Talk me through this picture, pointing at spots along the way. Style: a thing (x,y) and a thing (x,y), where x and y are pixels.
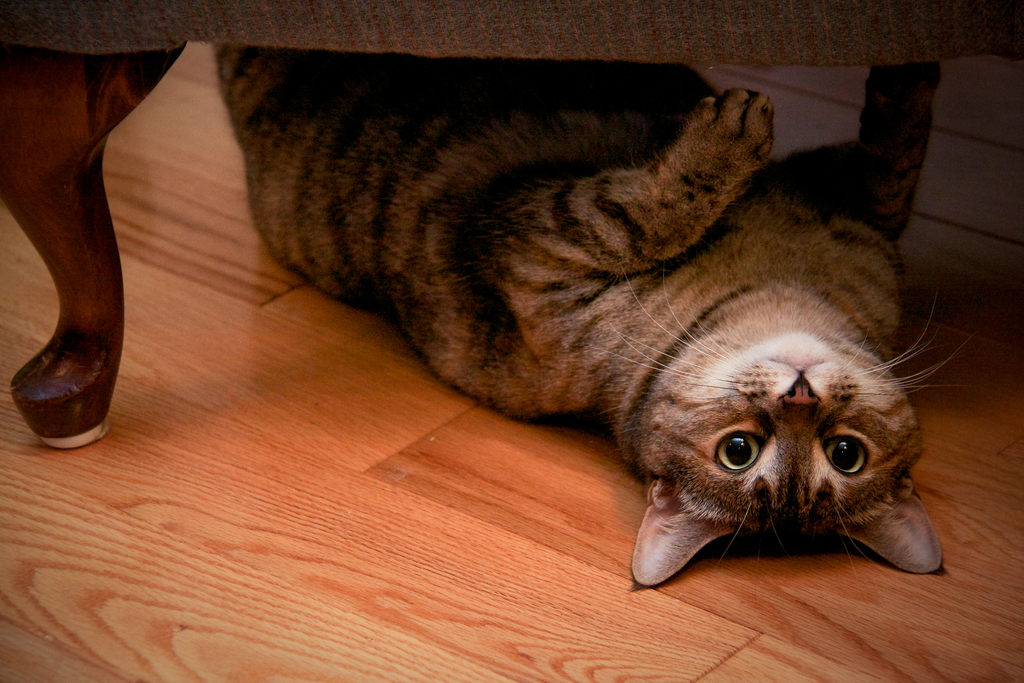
In this image, we can see a cat (736,349) lying under the furniture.
